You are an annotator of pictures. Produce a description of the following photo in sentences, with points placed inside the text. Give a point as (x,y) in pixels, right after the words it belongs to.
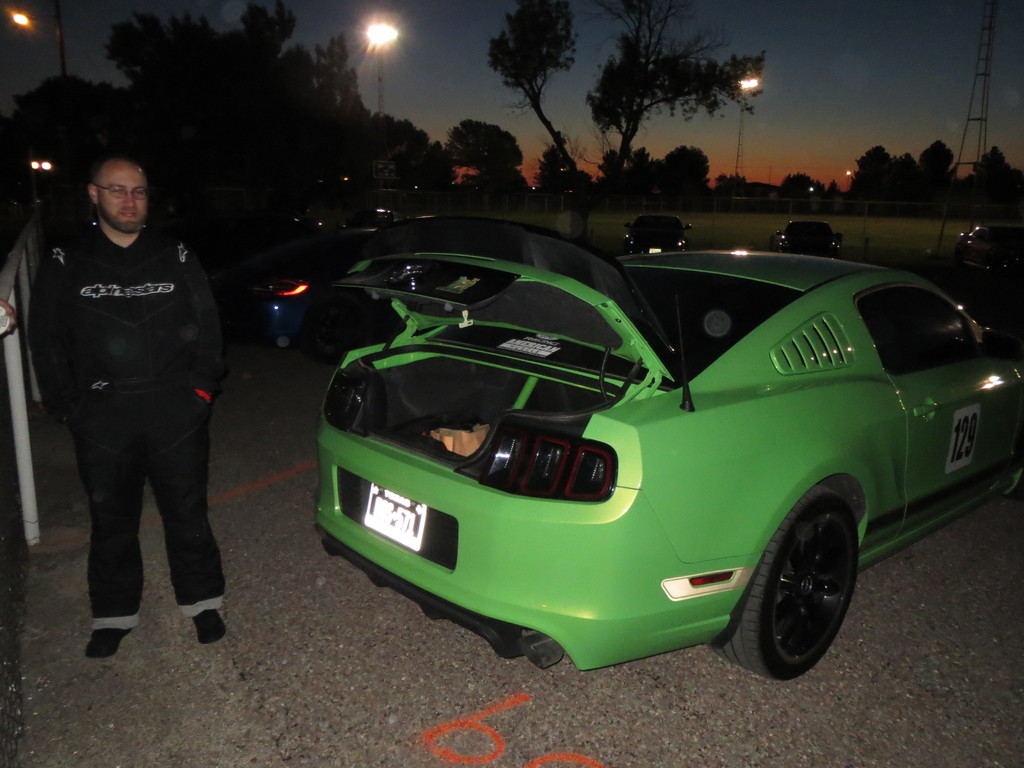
On the left side (144,317) there is a person (138,369) standing. Near to him there is a fencing (22,267). On the right side (748,361) there is a car (813,425) with a number (970,446). In the back (369,207) there are many cars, lights poles (61,28), trees (619,152) and sky (858,113). Also there is tower (975,91).
